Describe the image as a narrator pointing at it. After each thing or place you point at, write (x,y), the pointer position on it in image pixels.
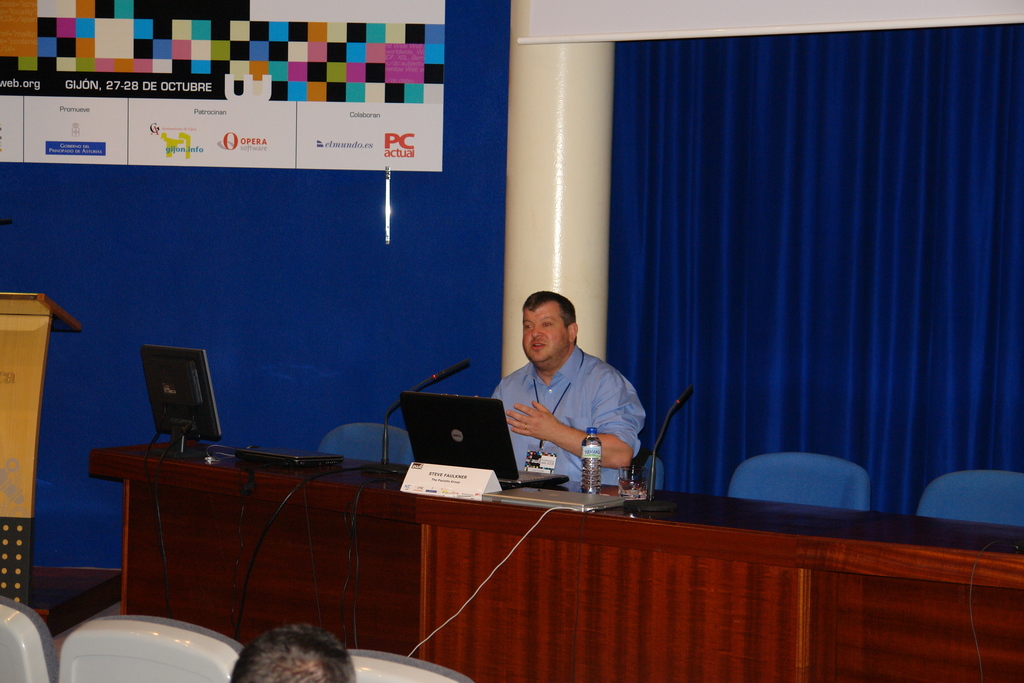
In this picture we can see a man (598,391) sitting on a chair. In front of him we can see laptops (495,431), mics (649,497), bottle (589,470), monitor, glass (644,483), name board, table (537,576), cables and some objects (414,660). At the back of him we can see the wall (356,253), pillar (532,103), podium (13,416), curtains (649,59) and banners (98,74).
